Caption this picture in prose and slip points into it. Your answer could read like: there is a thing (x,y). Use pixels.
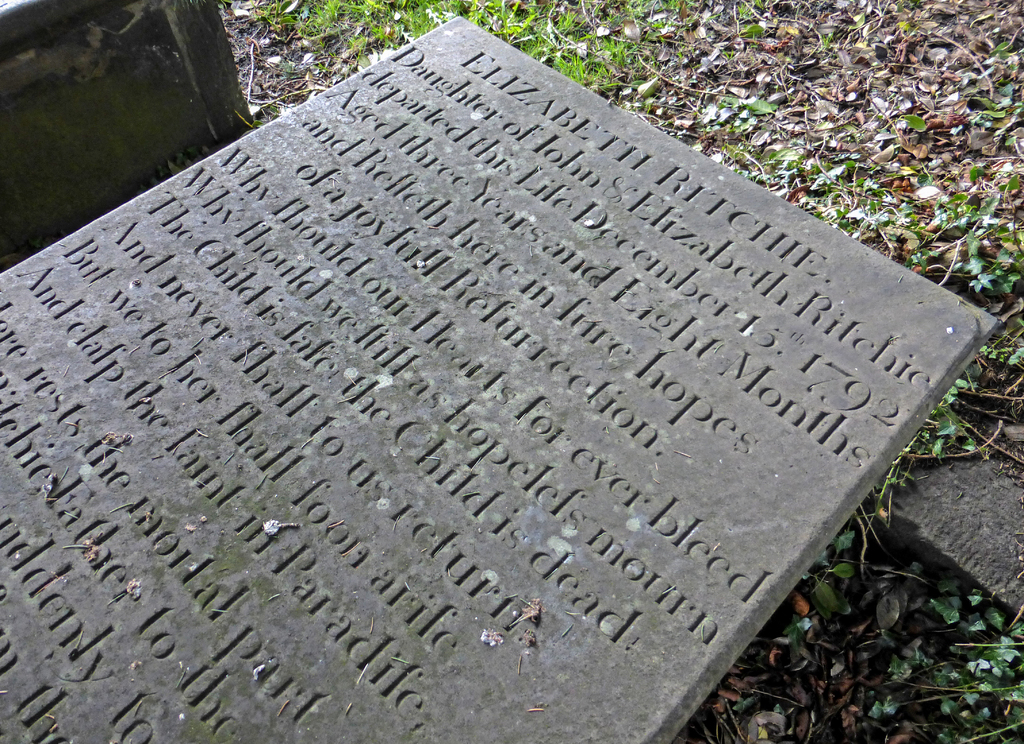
In this image I can see the concrete block (565,460) and few words (442,439) written on the concrete block (435,344). I can see few leaves (806,68) on the ground (847,132) and some grass (601,71) which is green in color.
